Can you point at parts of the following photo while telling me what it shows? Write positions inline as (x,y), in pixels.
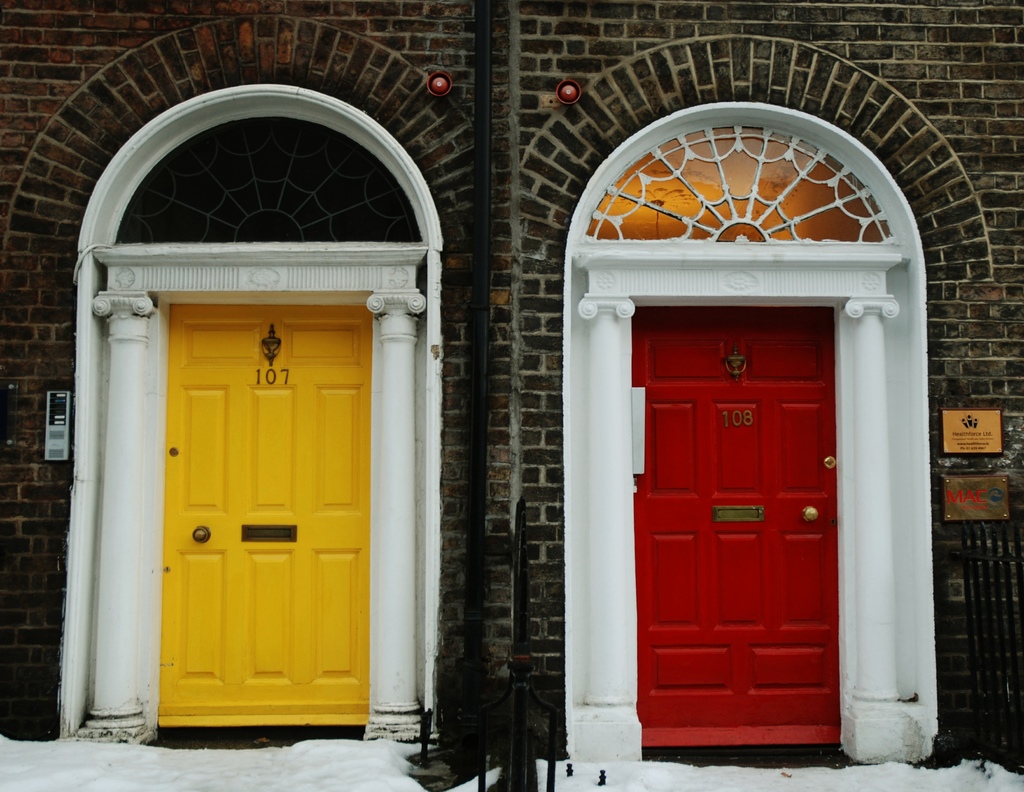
In the foreground of this picture (340,748) we can see there is a snow (285,766) and we can see a yellow color and red color doors (662,377), pillars (871,358) and the wall (756,40) of the building (857,144) and we can see the text (981,445) on the board (993,436) and some other objects (569,101) and we can see the numbers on the doors (730,415).
